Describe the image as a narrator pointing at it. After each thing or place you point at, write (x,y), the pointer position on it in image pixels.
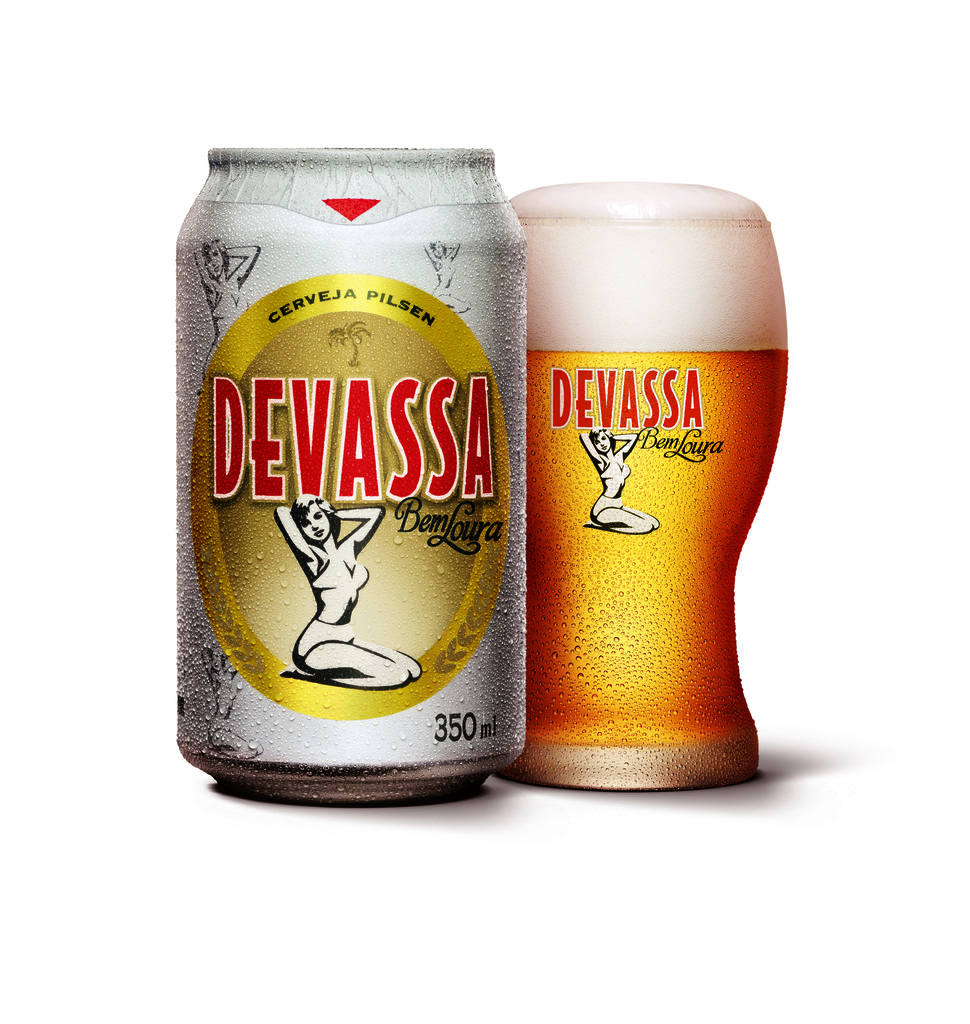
In this image there is a glass (647,540) and there is a tin (331,533) with some text (450,480) and numbers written on it.
